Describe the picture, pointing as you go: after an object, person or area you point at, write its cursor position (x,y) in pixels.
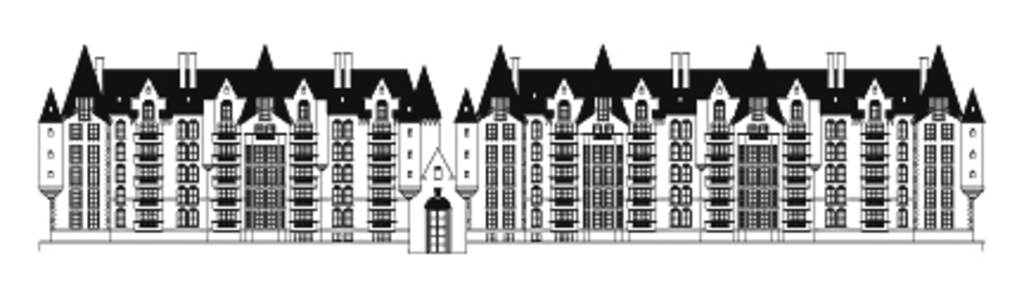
In the image we can see a building painting (949,168).
